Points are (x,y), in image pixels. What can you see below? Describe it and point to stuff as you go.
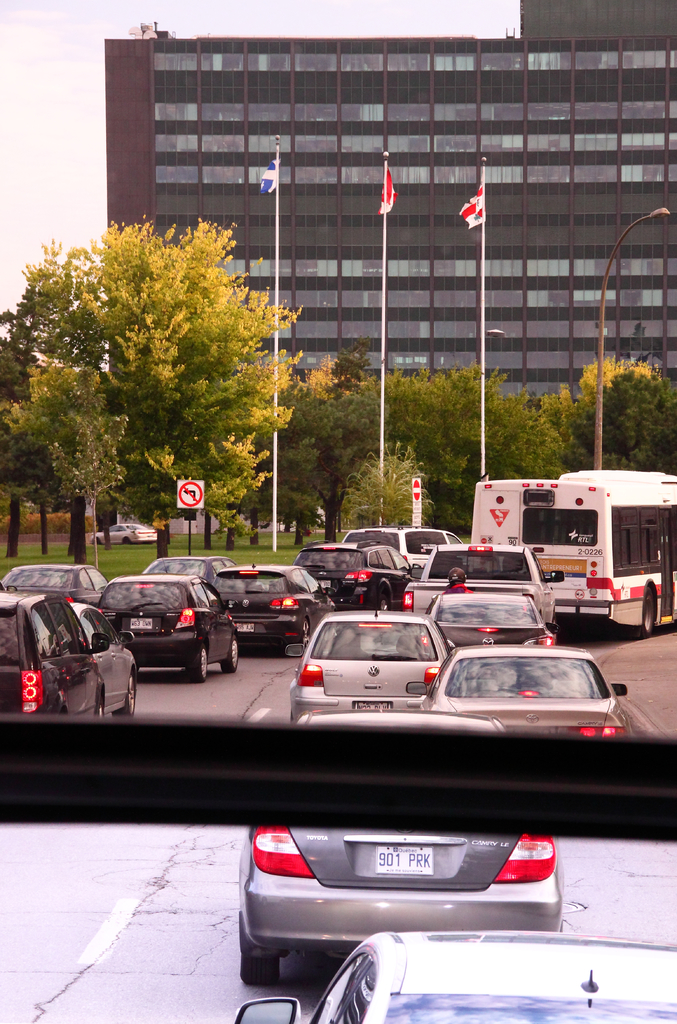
In the center of the image (395,668) we can see few vehicles (339,926) on the road (636,704). In the background (375,40) we can see the sky (339,25), clouds (82,21), one building (631,77), trees (225,354), plants (370,519), grass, sign boards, poles (599,376) and a few other objects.
